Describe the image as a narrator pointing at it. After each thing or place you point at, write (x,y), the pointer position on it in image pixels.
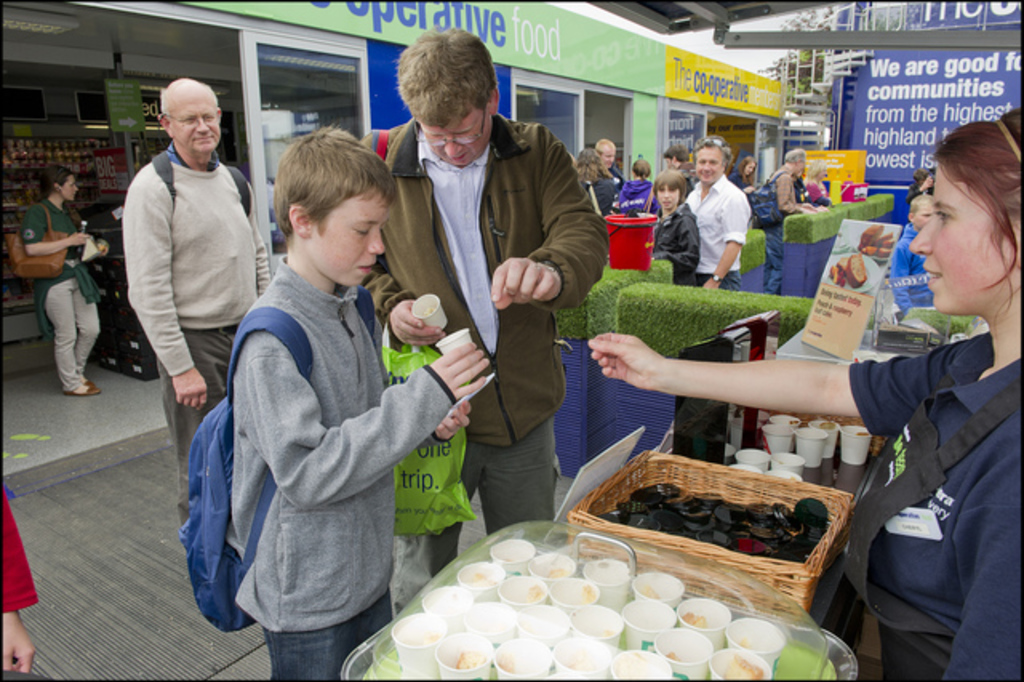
In this picture there are two persons (315,445) standing and holding the cups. At the back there are group of people (685,279) standing. There are cups (543,620) in the tray (714,652) and there are objects (745,528) in the basket (760,484) and there are cups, boards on the table (816,599). At the back (732,109) there are boards (825,161) on the wall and there is a staircase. At the top (744,56) there is sky (707,56) and at the back (816,64) there is a tree (816,82). On the left side of the image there are objects (18,154) in the cupboard (10,222) and at the top (39,25) there is a light (52,28).
